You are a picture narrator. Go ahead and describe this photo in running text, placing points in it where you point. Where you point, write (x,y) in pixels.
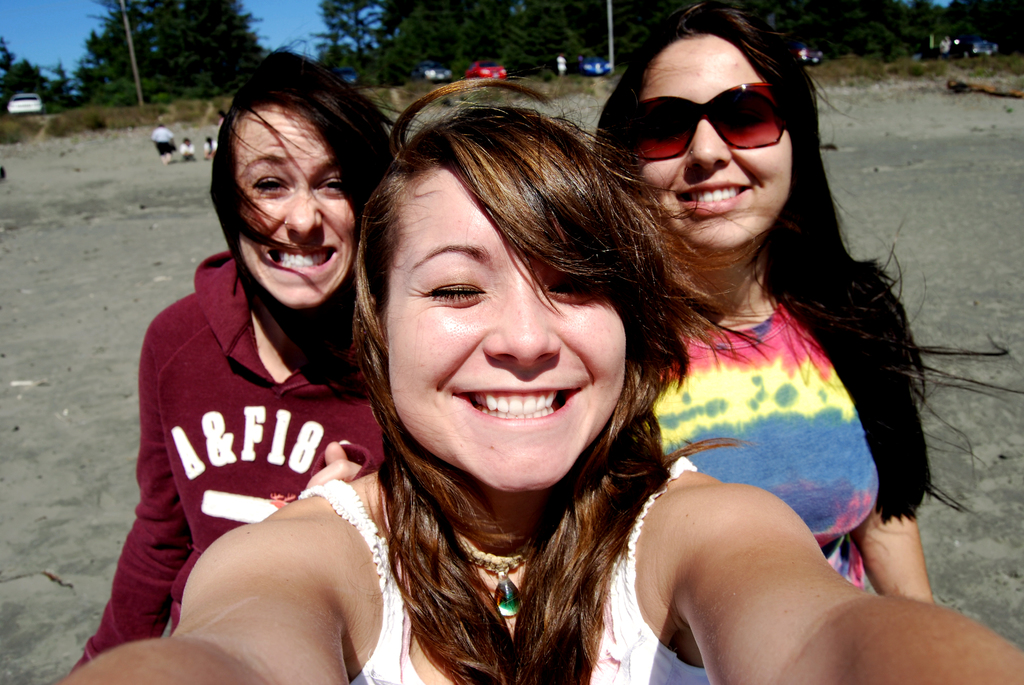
In this picture I can see 3 women (346,511) who are smiling and standing in front (399,299) this image. In the background (121,35) I see the trees (118,99) and few cars (959,45) and in the middle of the picture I see the ground (192,211) and I see few people (170,138).
